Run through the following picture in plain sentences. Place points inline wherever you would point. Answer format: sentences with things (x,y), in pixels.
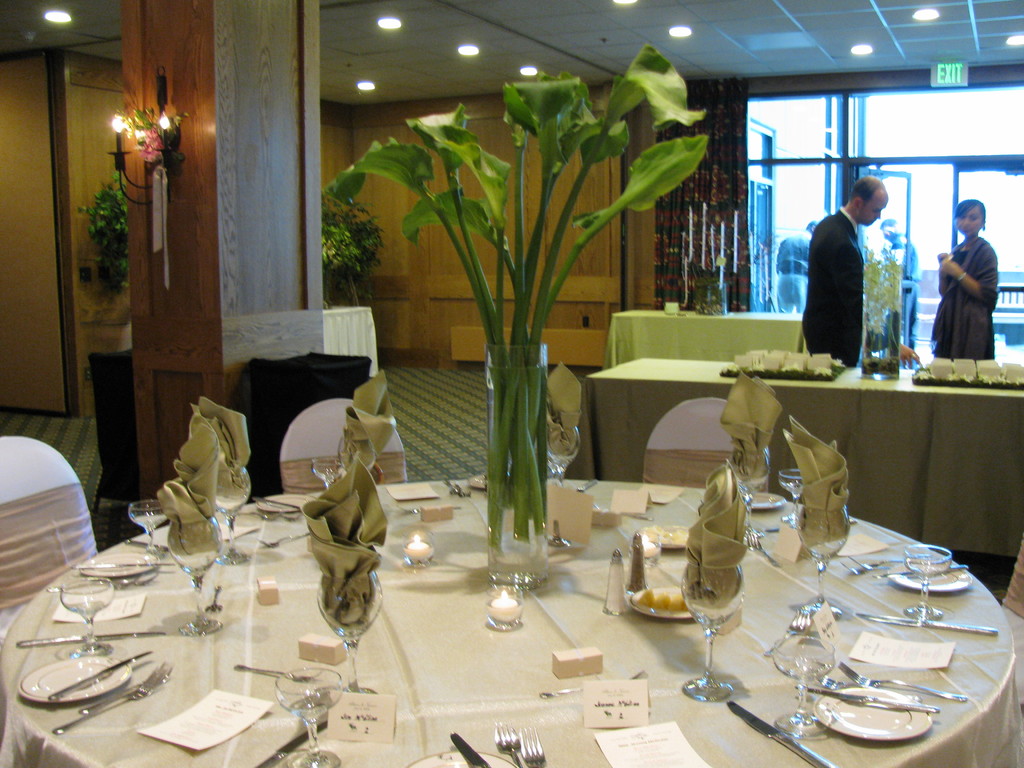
This picture is clicked inside the hotel (93,107) and in front (412,662), we see a table (461,647) on which white color cloth (427,648) is placed. On table (428,632), we see plates (108,679), fork (108,709), spoon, glass (103,602), branches (483,296) of tree (497,515). Around the table (572,637), we see chairs (329,453) and behind that we see the other table (665,361) which is like green in color and behind that, we see a man (851,296) wearing black blazer (848,285). Next to him, we see the girl (989,274) standing and behind them, we see door (931,179) on which exit (939,77) is written on it and behind that door (923,236), we see two men (789,287) standing.
